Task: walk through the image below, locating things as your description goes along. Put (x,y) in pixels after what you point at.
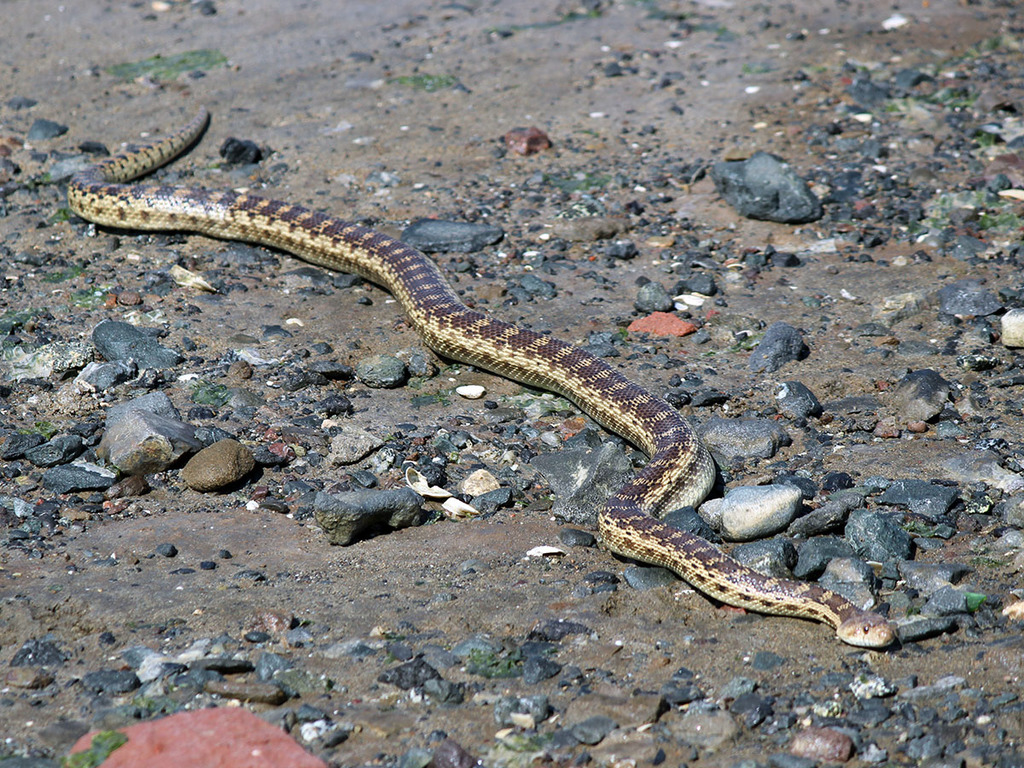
In this image I can see the ground (386,600) and on the ground (369,576) I can see few stones (346,535) and a snake (211,227) which is cream and brown in color.
